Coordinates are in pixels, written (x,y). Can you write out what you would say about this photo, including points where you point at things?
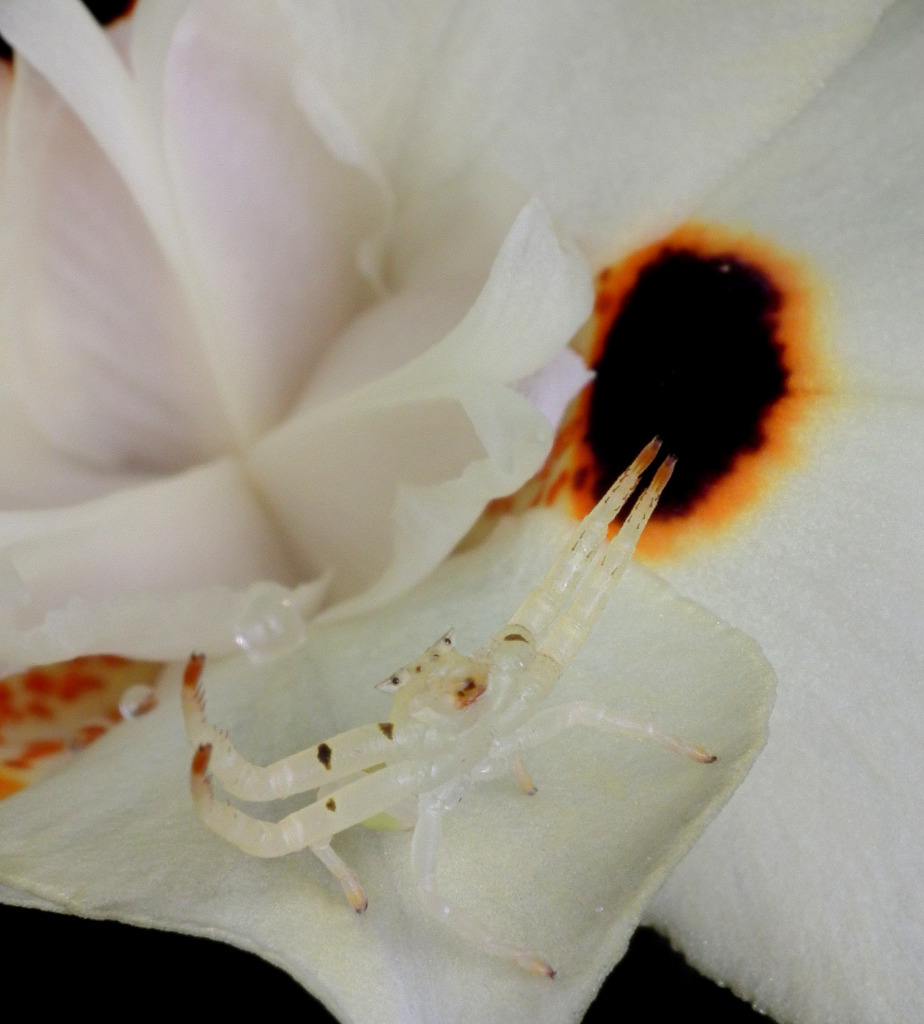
In this picture we can see an insect (392,714), flowers (459,855) and in the background (92,988) it is dark.
